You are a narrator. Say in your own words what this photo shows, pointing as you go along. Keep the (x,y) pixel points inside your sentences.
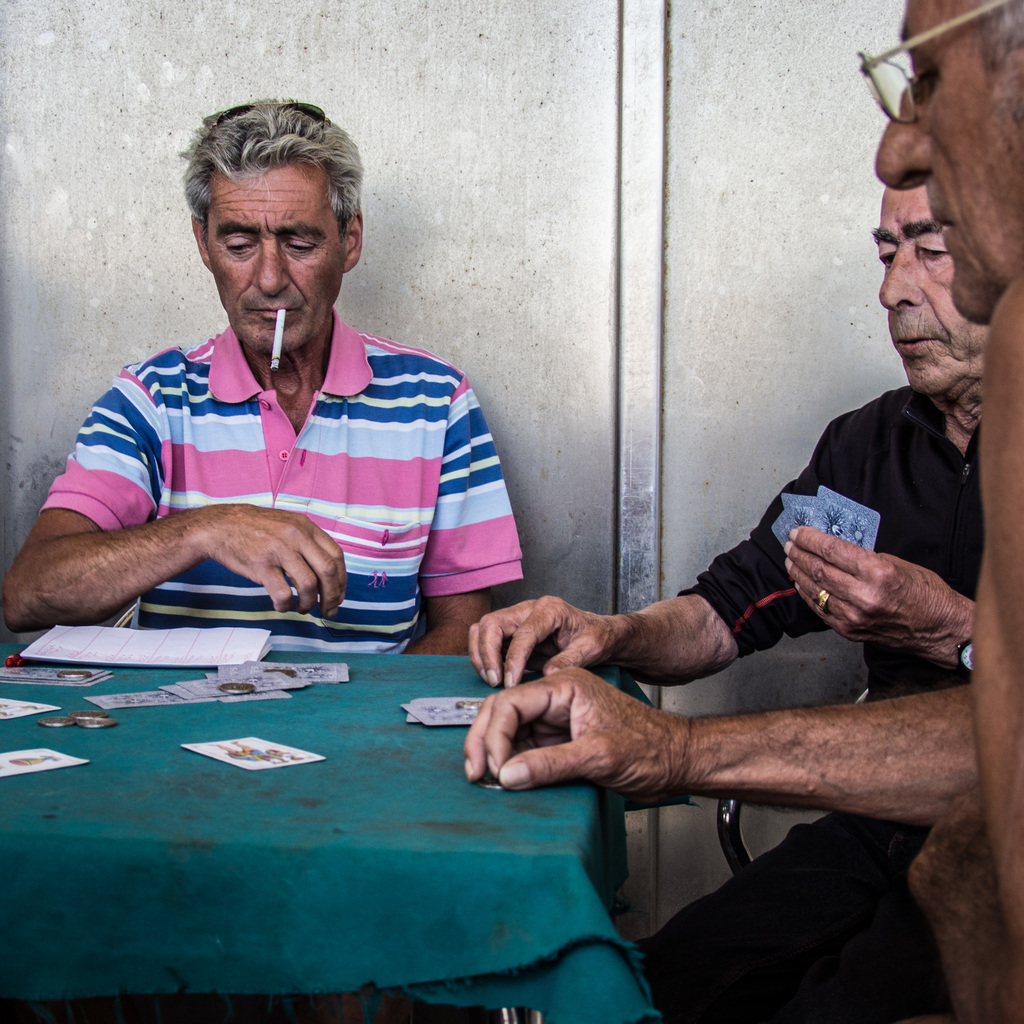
This is a picture taken in a room (485,280), there are three people (773,795) sitting on chairs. The man (325,461) in pink t shirt (362,489) was smoking and the other man (900,496) in black shirt (903,492) was holding cards (813,520). In front of these people (536,718) there is a table (287,841) covered with a cloth (216,857) on the table (141,837) there are some coins (82,712), paper (92,657) and cards (426,708).
